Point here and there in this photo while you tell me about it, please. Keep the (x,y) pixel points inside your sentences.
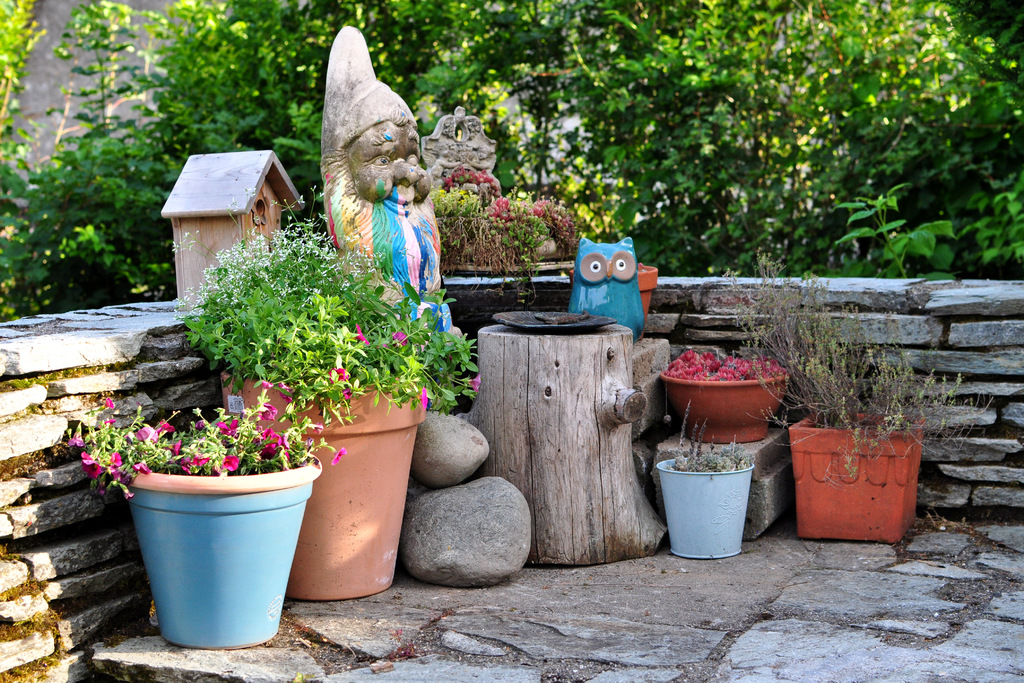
In this image we can see plants (249,438), flowers (266,438), pots (698,413), wooden objects (515,405), rocks (889,340), sculptures (397,276) and other objects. In the background of the image (641,162) there are trees (366,12) and other objects (45,4). At the bottom of the image (722,644) there is the floor (647,635).
